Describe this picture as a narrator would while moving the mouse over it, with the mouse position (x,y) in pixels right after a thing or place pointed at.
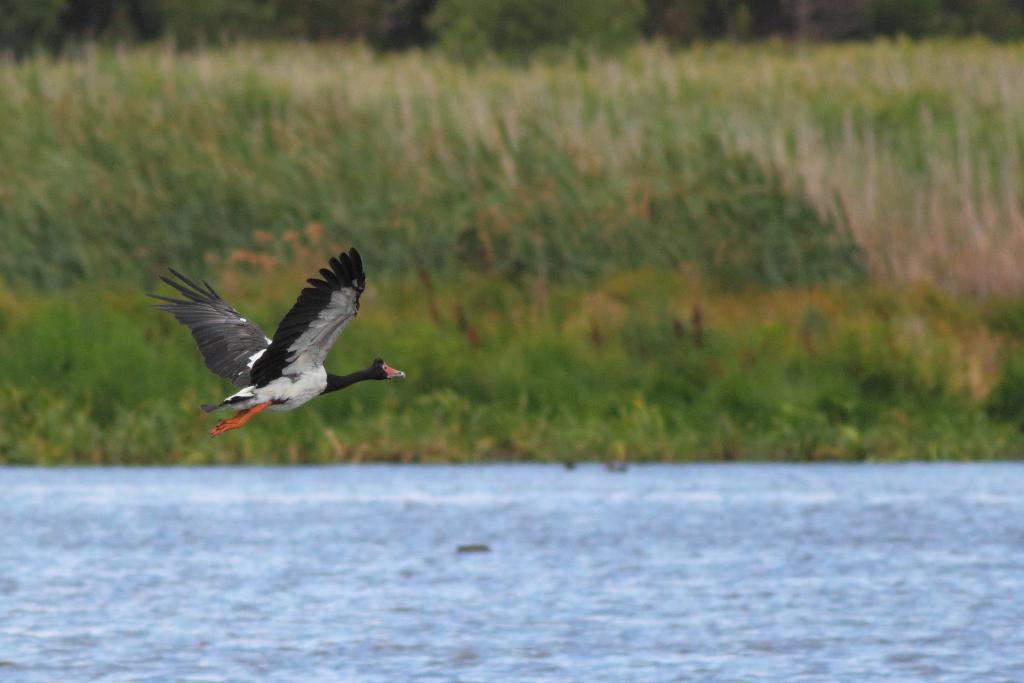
In this image we can see a bird (343,329) flying in the air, here is the water (705,651), there are plants (686,262).
